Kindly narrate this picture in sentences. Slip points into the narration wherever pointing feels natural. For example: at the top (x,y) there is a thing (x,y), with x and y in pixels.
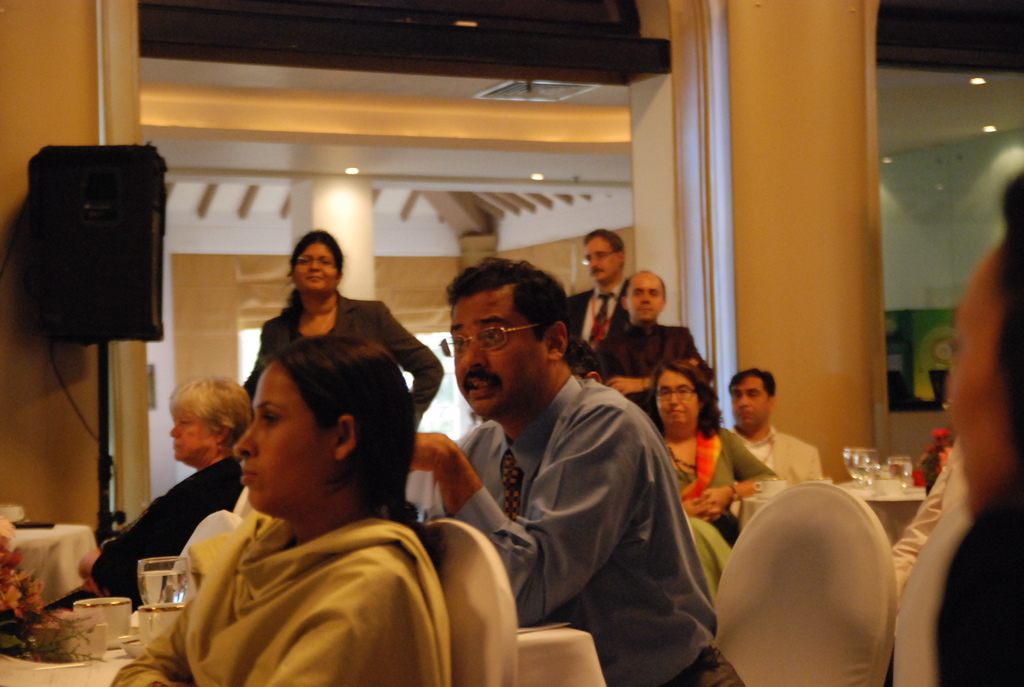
In the picture we can see some people (274,566) are sitting on the chairs (488,569) and looking something and behind them also we can see some people (771,454) are sitting on the chairs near the table (737,507), on it we can see some glasses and cups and behind them, we can see some are standing and beside them, we can see a music box (128,276) which is on the stand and in the background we can see some pillars (133,481) and to the ceiling (620,146) we can see some lights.
